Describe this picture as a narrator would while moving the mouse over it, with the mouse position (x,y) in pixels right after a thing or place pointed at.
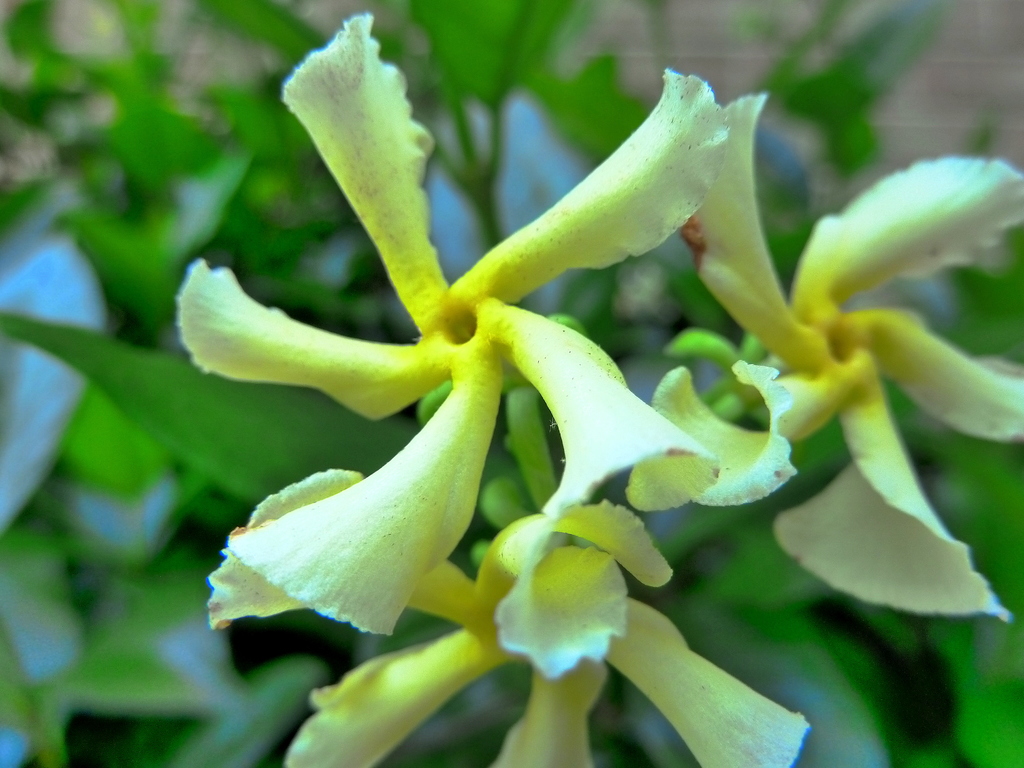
This image consists of flowers (565,435) along with green leaves (337,245). The background (40,729) is blurred.
